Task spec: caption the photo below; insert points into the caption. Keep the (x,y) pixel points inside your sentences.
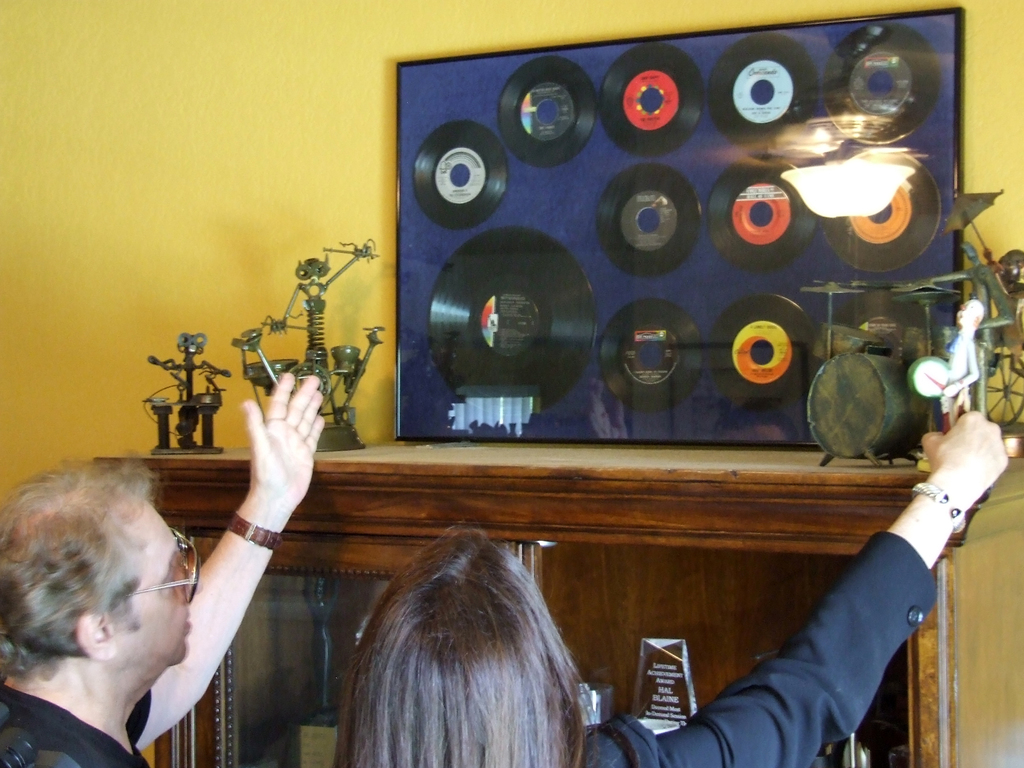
In this image in front (466,681) there are two people (494,701). In front of them there is a wooden table (658,540). Inside the table (592,641) there are awards (652,648). On top of the table (630,523) there are few objects (927,360). In the background of the image (190,175) there is a wall (137,242).
